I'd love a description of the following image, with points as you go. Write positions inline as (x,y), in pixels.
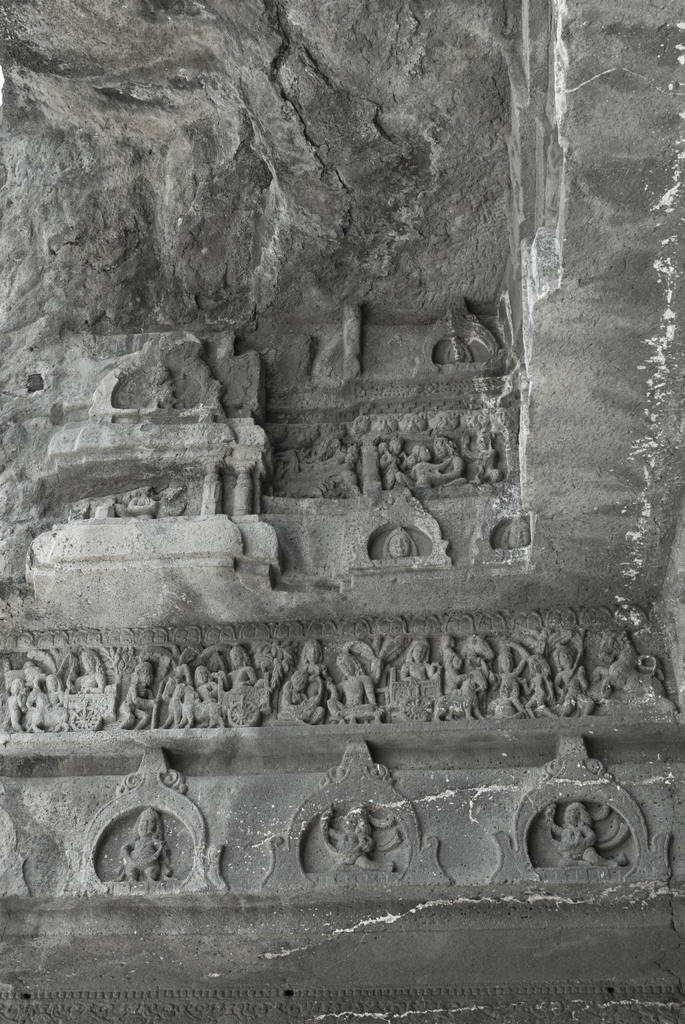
In this image there is a wall (319,810) and we can see sculptures (152,513) carved on the wall (576,529).
